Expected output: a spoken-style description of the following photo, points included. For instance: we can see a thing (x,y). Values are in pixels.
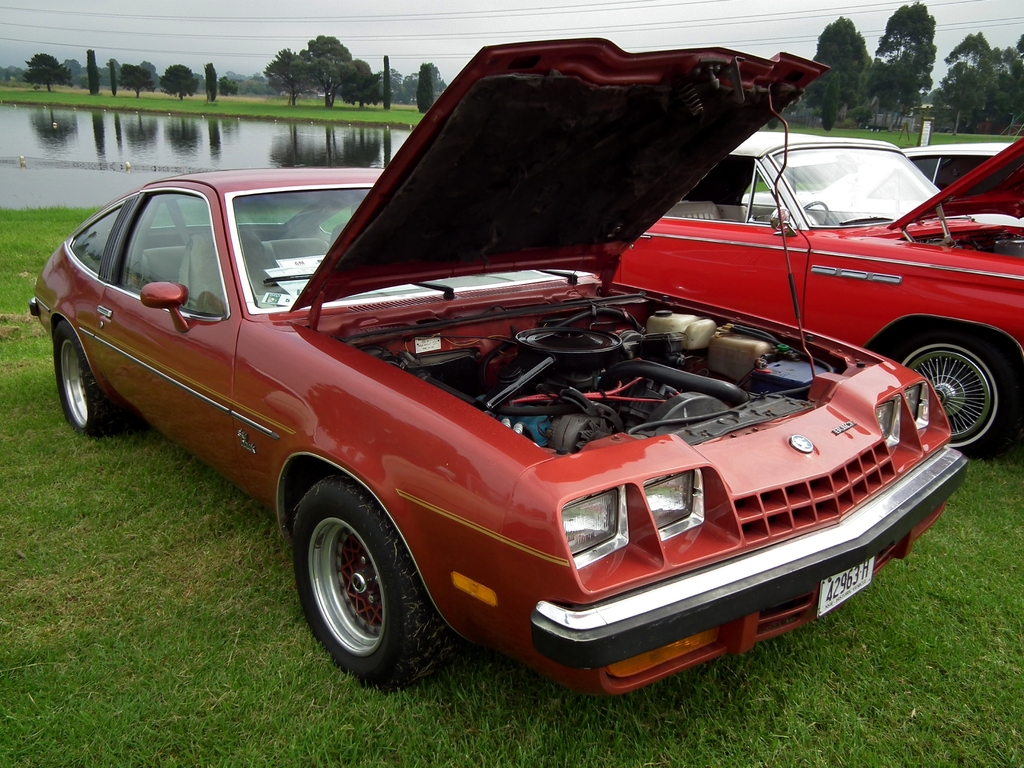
In this image I can see some vehicles (601,280) on the grass (475,691). In the background (231,135), I can see the water (229,155) and the trees (301,80).
